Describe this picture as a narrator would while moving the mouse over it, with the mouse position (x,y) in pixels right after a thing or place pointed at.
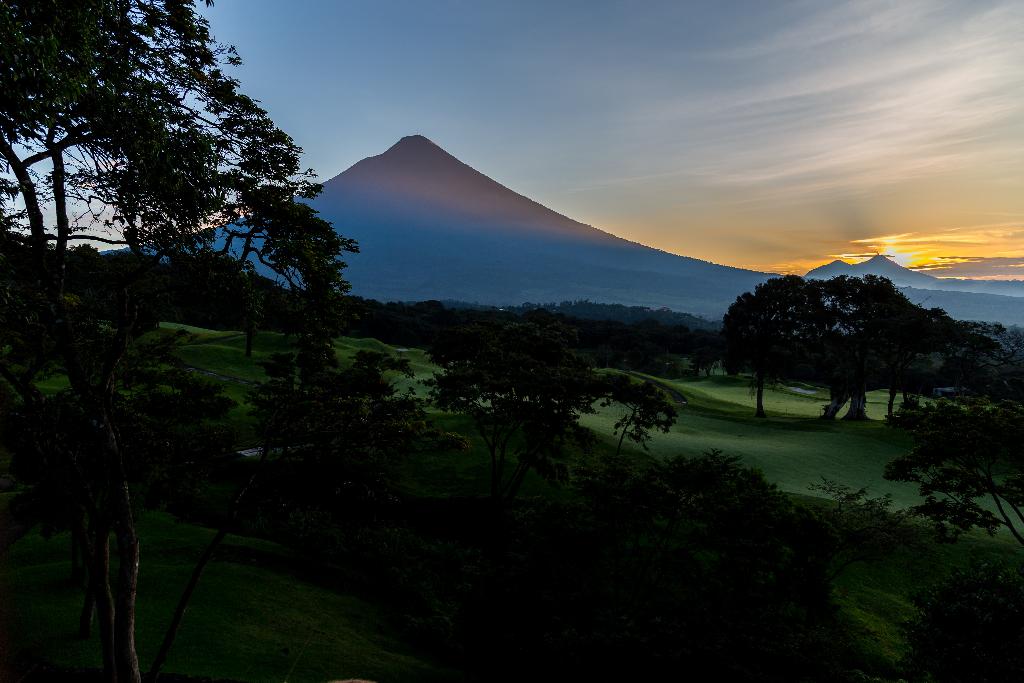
At the bottom of this image (699,476), there are trees (717,574), plants (960,645) and grass (189,659) on the ground (227,648). In the background (984,357), there are trees (271,286), grass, mountains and there are clouds (956,138) and a sun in the sky (849,234).
